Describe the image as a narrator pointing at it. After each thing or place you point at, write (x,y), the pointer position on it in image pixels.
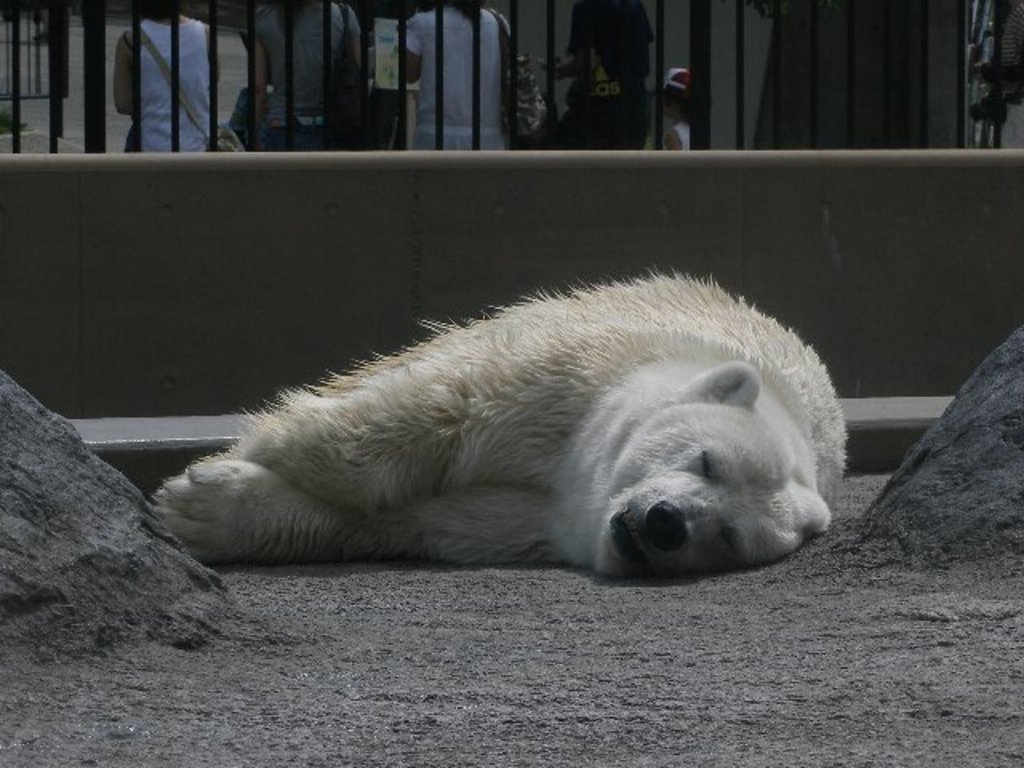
In this picture we can observe white color polar bear (572,463) sleeping on the land (594,628). We can observe a black color railing (288,102). In the background (449,101) there are some people (170,55).
